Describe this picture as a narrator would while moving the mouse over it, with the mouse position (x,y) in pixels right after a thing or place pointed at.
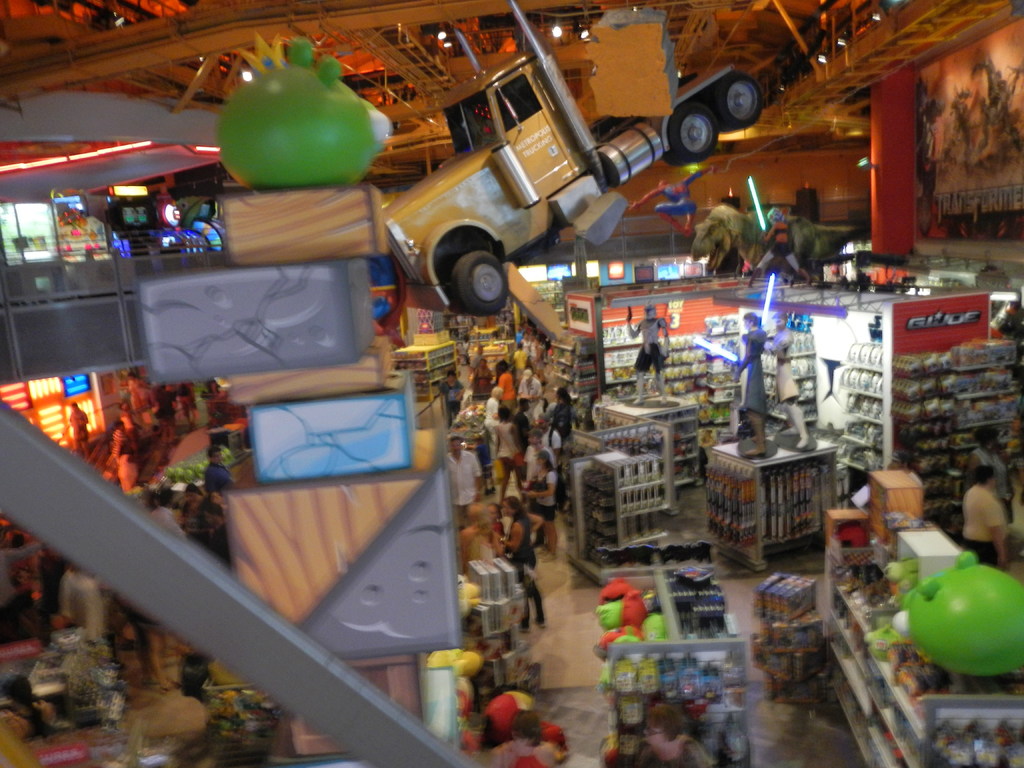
In the image we can see there are people (532,529) wearing clothes (464,480) and they are standing. These are the toys (637,475), this is a toy truck (555,123), pillar (872,249), poster (966,142), floor (594,638), sculpture of people (790,358) and light (445,45).
